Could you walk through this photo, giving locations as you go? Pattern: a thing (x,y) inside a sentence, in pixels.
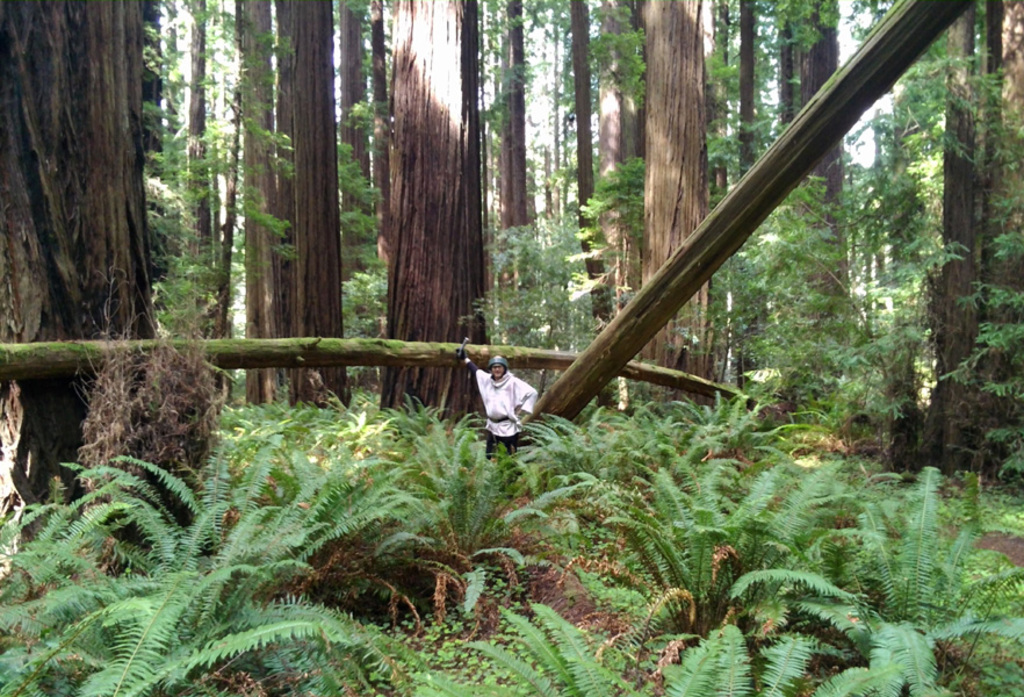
There is a person (524,383) standing. We can see plants (68,583) and trees (551,200).
